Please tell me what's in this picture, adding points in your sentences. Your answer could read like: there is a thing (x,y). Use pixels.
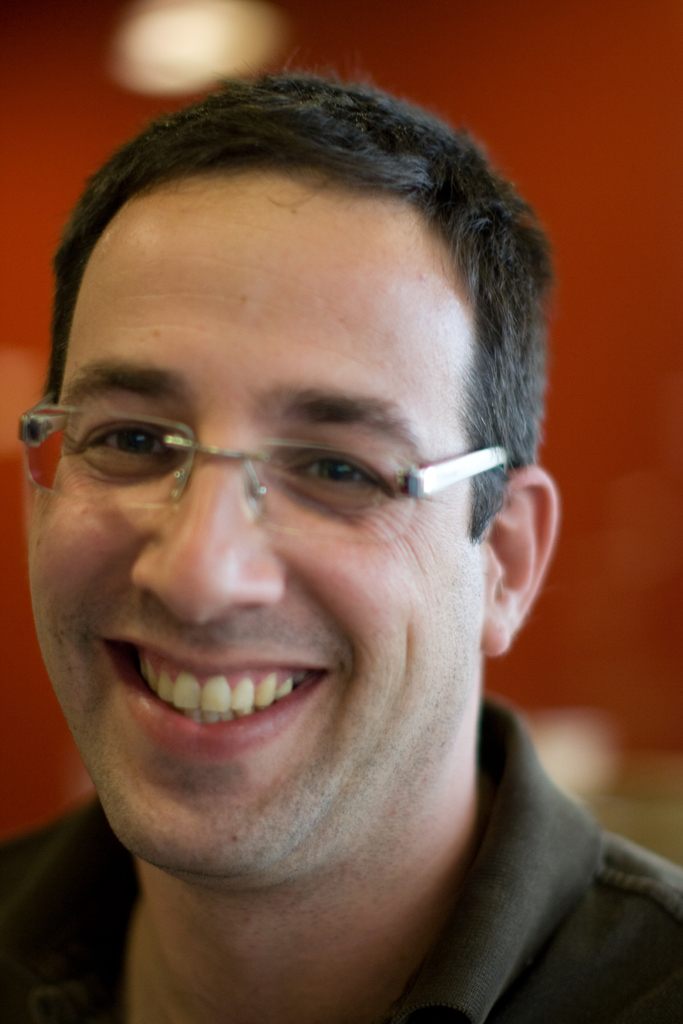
There is a man (296,531) in the center of the image (301,624) and the background (672,576) is blurry.
